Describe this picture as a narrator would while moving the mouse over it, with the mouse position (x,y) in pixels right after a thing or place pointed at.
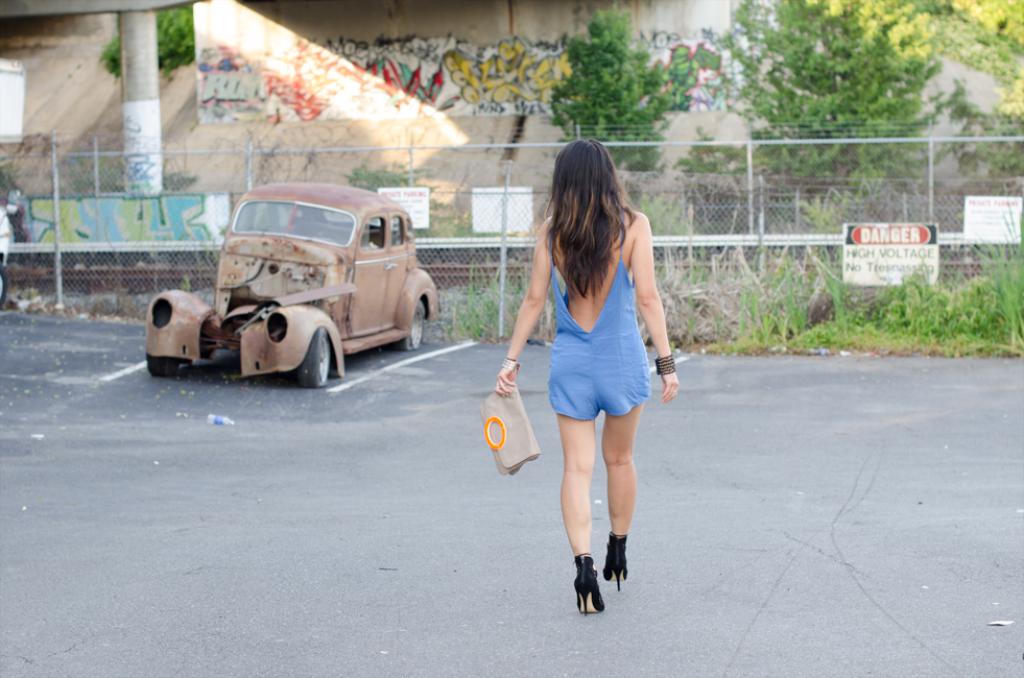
In the image we can see there is a woman (633,317) walking on the road (756,425) and she is holding purse (498,404) in her hand (498,373). There is a car (276,352) parked on the road (295,474) and there are plants (786,331) on the ground (826,338). Behind there is a building (989,77) and there are trees (894,17).
